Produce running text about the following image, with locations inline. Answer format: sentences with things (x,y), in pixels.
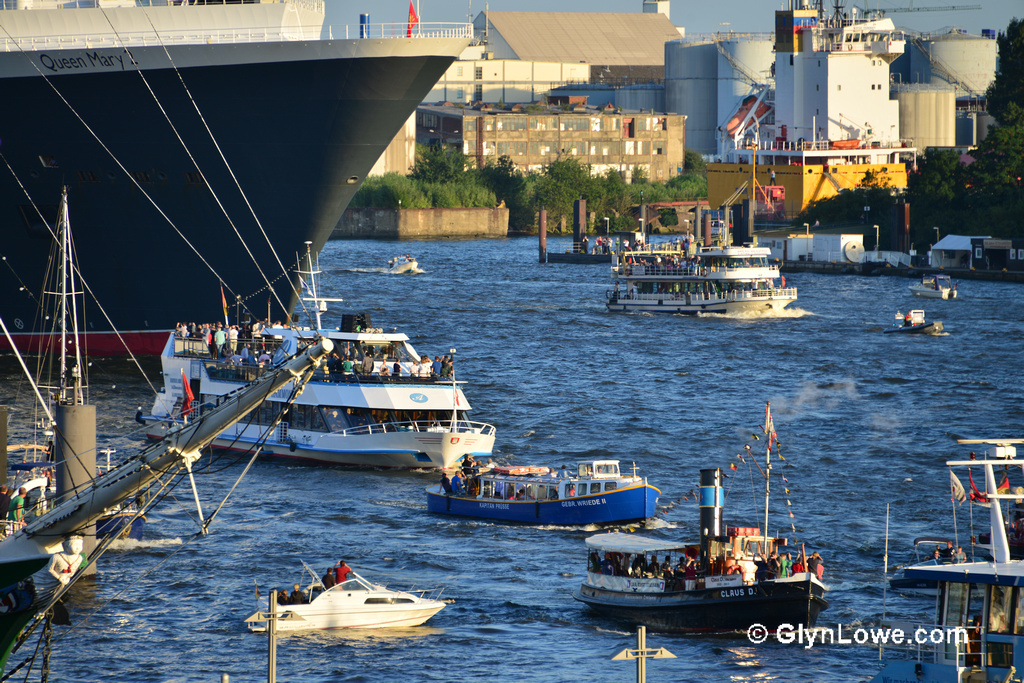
In this image I see lot of ships (232,306) on the water (530,251) and lot of people (183,336) in the ships (239,304). In the background (660,185) I see lot of plants (881,207), trees (1012,156) and many buildings (434,124).
